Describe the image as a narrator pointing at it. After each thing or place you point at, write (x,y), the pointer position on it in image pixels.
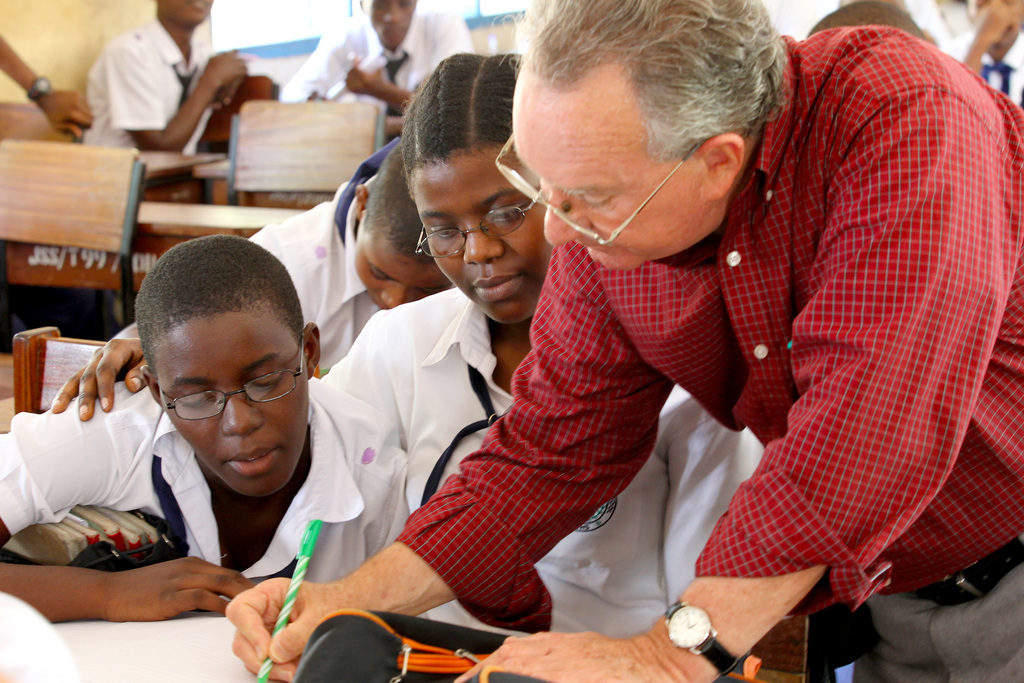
In the image we can see there is a man (769,309) standing, he is holding pen (305,561) and pouch (368,667) in his hand (578,662). There are people (334,237) sitting on the benches (272,183).
